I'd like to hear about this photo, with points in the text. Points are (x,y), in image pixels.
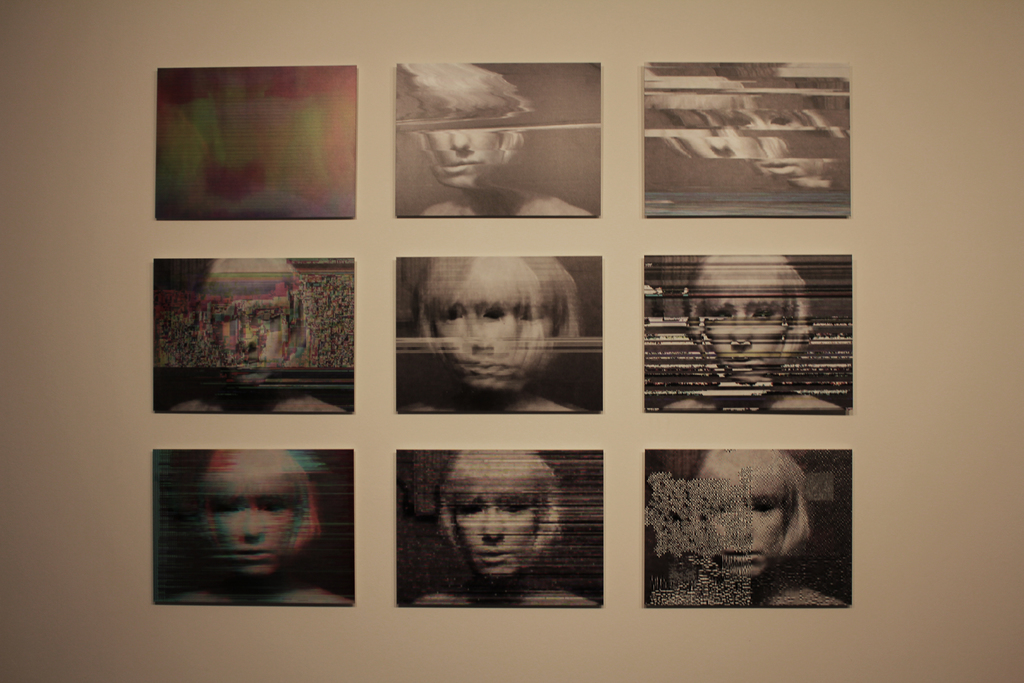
In this image, I can see nine frames (279,385), which are attached to the wall (879,349) in an order. I can see the pictures (488,401) of a person's face (505,293) on the frames (473,311).
